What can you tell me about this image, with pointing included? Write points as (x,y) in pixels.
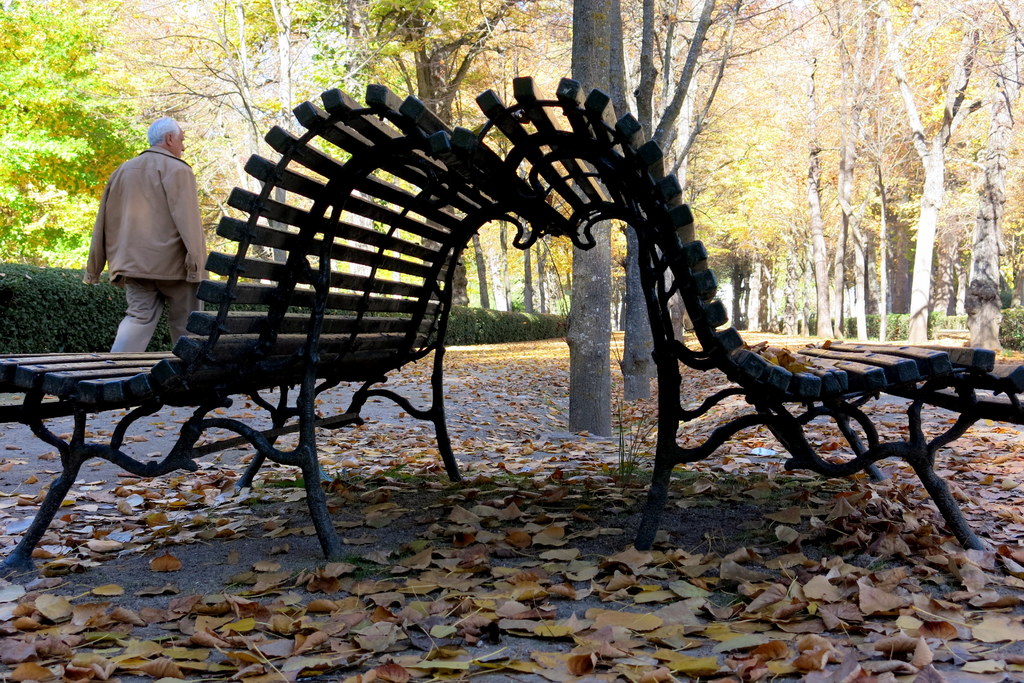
In this image i can see 2 benches (323,316) and a person (184,231) walking. In the background (223,179) i can see trees (549,88).
